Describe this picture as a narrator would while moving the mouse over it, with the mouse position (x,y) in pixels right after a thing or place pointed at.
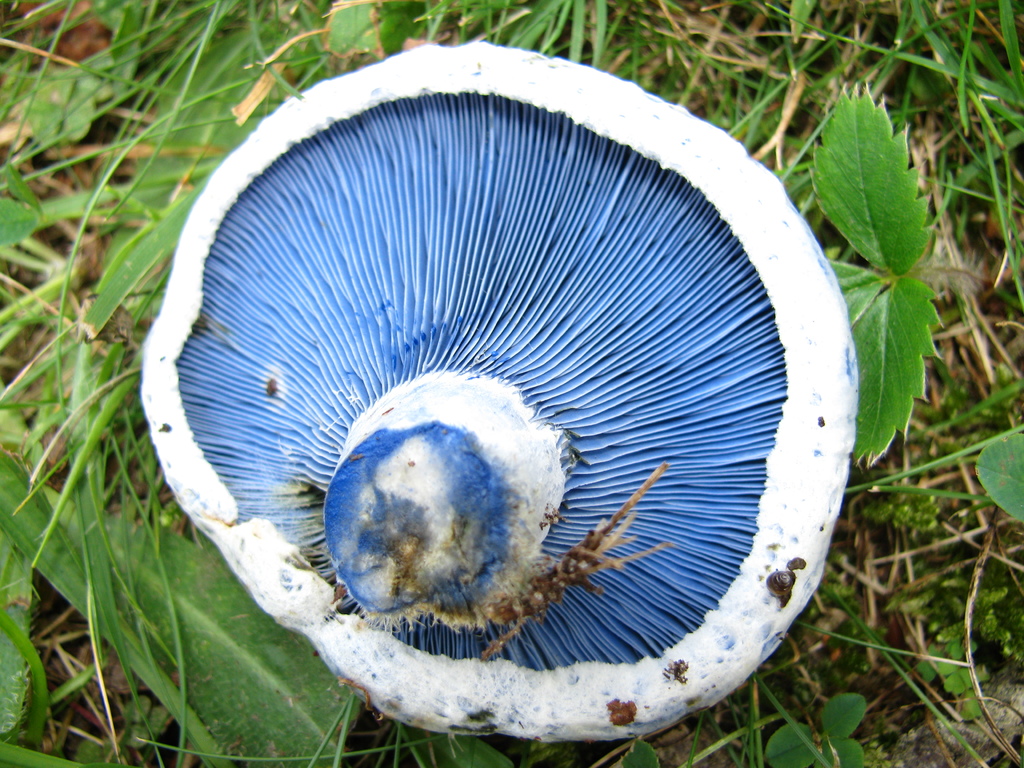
Here we can see a mushroom (606,473). There are leaves (892,219) and grass (793,25).
